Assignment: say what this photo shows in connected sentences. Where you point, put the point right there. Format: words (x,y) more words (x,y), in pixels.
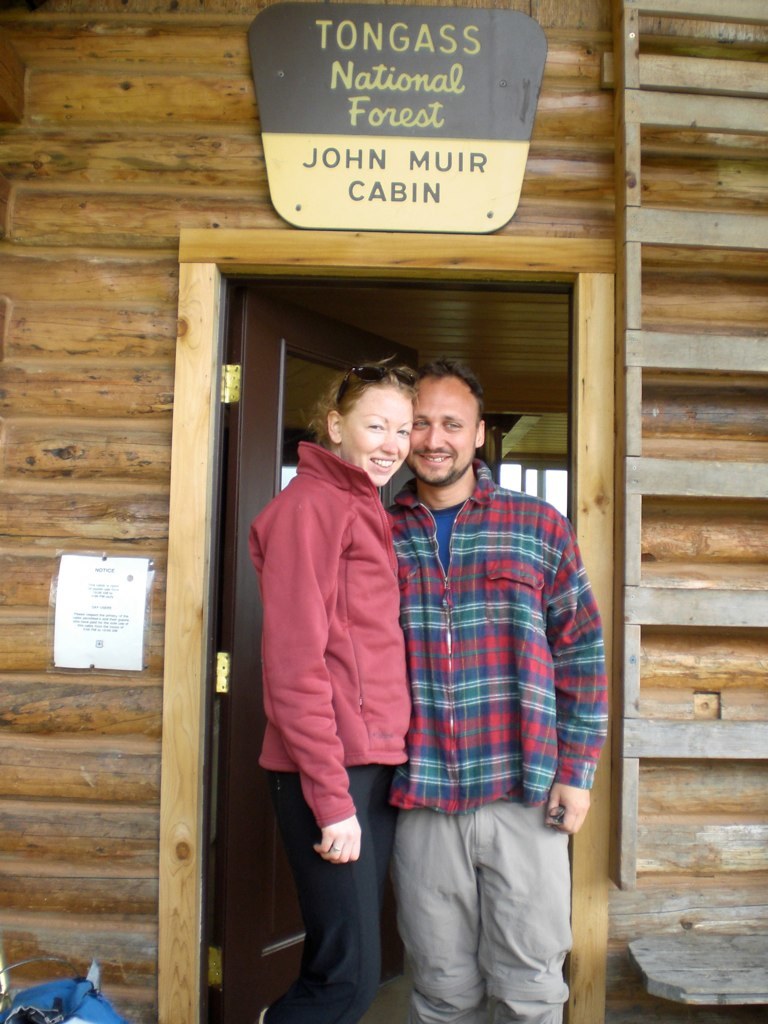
In the image there are two people (461,577) standing in front of a door (210,968) and posing for the photo, around the door (235,308) there is a wooden wall (211,190) and some frame (281,91) attached to the wall (156,195), on the left side (60,610) there is a poster (100,570).
